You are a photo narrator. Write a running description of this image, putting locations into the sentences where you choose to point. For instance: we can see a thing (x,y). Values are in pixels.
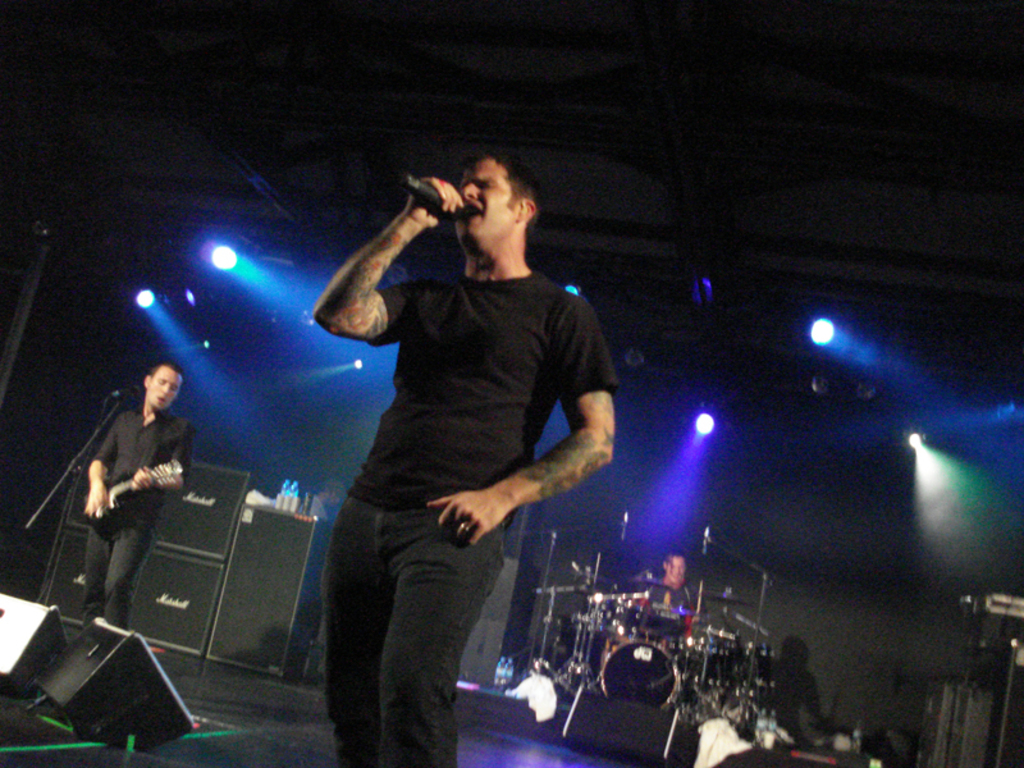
There are few people (486,206) on the stage (594,746) singing and performing by playing musical instruments (597,611) behind them there are lights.
